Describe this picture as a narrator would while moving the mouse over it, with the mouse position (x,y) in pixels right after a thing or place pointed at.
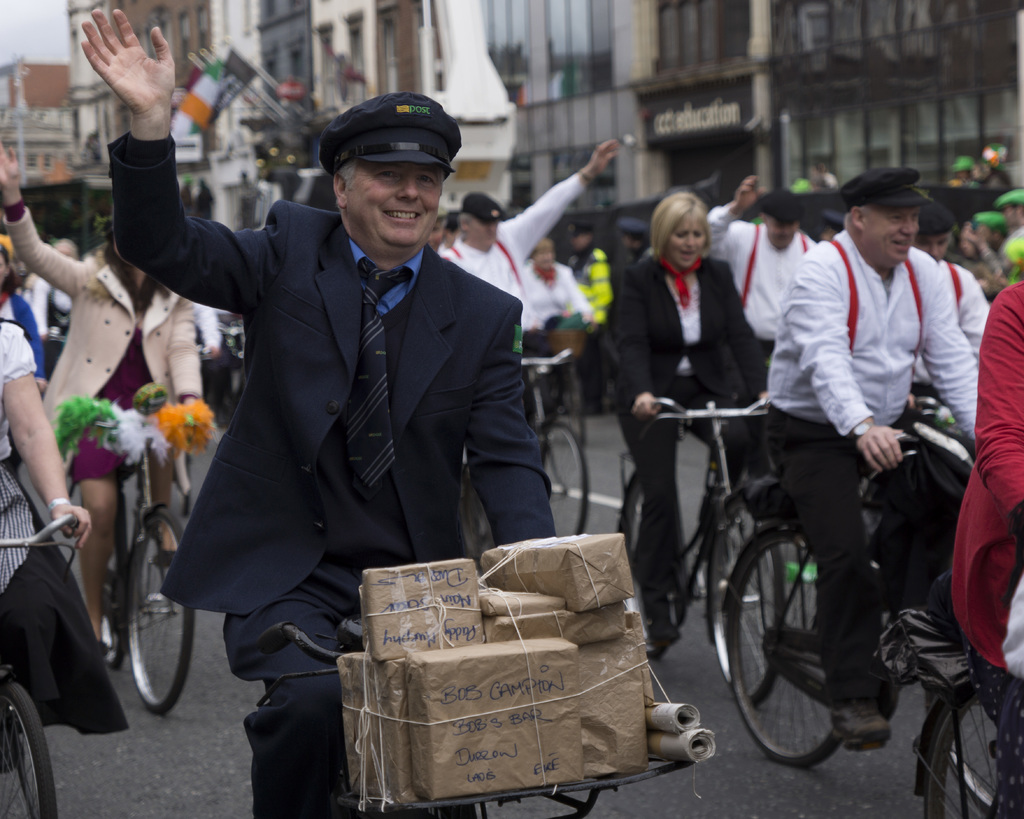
In this picture many people (439,347) are riding the bicycles (122,493) and waving their hands (145,135), in the background (643,120) we observe many buildings (378,73).
